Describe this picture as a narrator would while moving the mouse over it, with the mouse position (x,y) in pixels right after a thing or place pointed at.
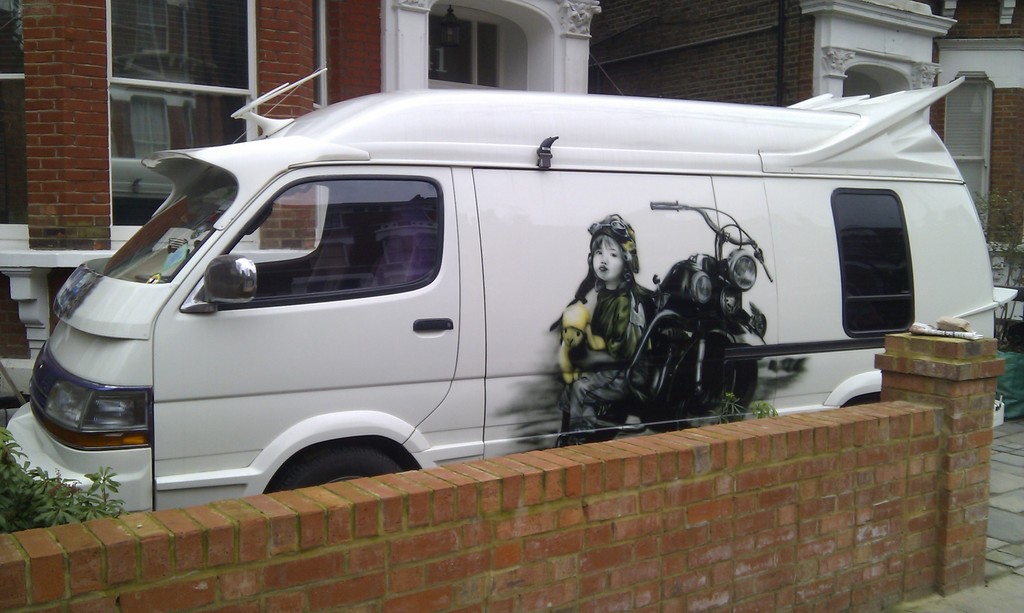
In the center of the image (656,407) there is a van (775,402). At the bottom of the image (38,553) there is a wall (77,547). In the background of the image (406,45) there is a building (153,18). There is a window (213,16).
